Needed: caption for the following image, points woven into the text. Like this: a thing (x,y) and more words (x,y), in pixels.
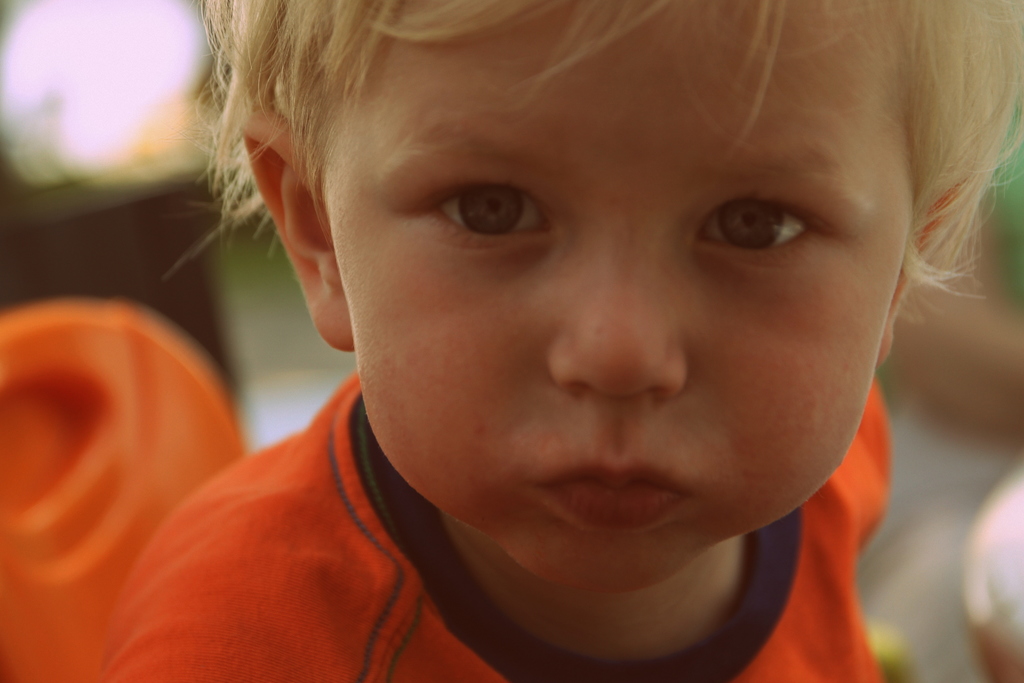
In this image, we can see a kid (608,224) wearing clothes (368,544). In the background (274,353), image is blurred.
